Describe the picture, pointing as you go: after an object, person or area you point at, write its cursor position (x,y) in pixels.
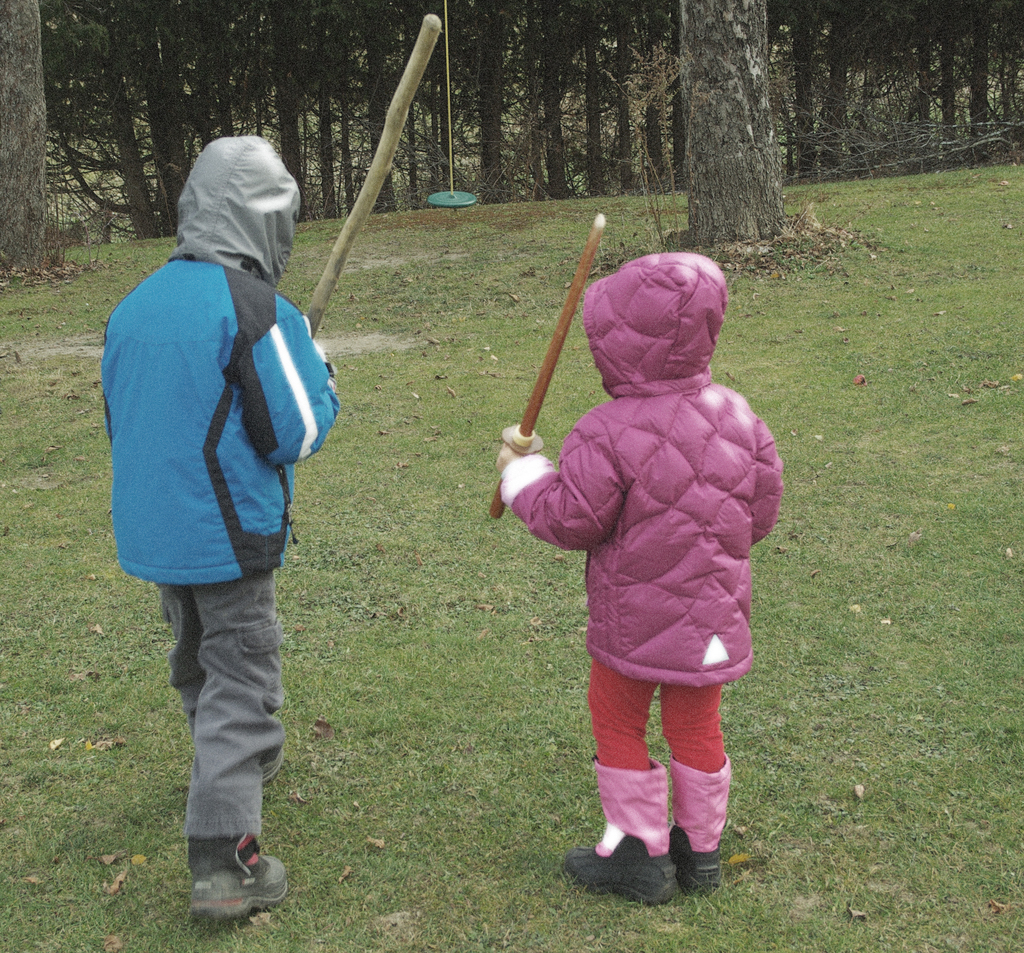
In this image we can see two persons (172,365) holding sticks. At the bottom of the image (504,889) there is the grass (995,818). In the background of the image (477,153) there are some trees (47,219), grass (441,217) and other objects (969,161).
